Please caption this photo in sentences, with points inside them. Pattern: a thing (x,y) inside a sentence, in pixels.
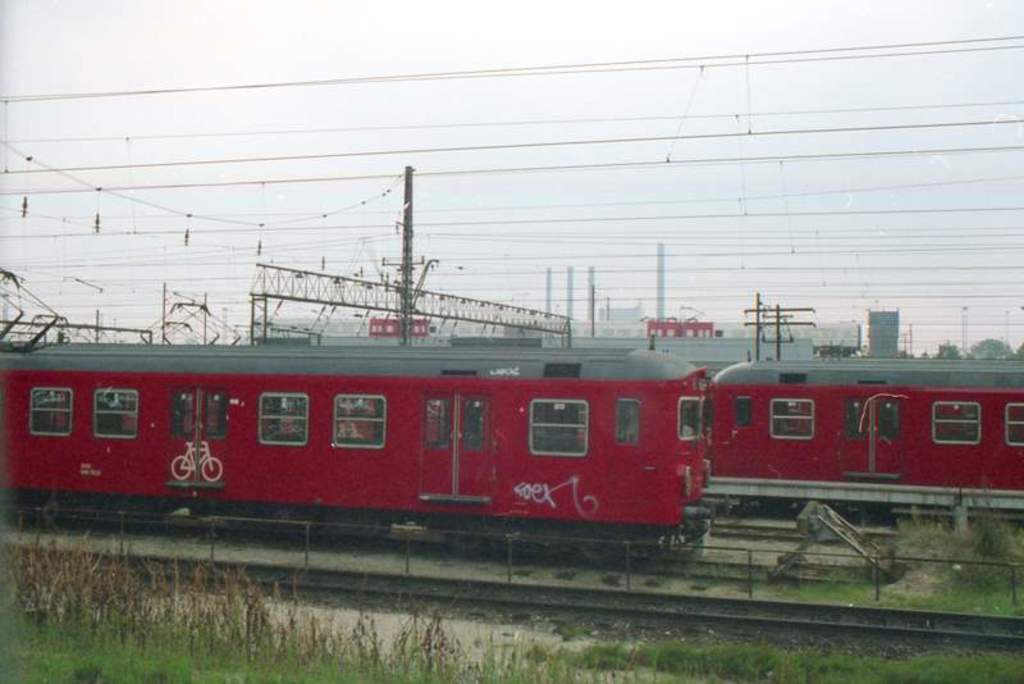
This image is clicked outside. There is grass (356,651) at the bottom (37,658). There is a train (682,363) in the middle (362,362). There are railway tracks (650,596) at the bottom (495,604). There is sky (492,285) at the top (303,181).
